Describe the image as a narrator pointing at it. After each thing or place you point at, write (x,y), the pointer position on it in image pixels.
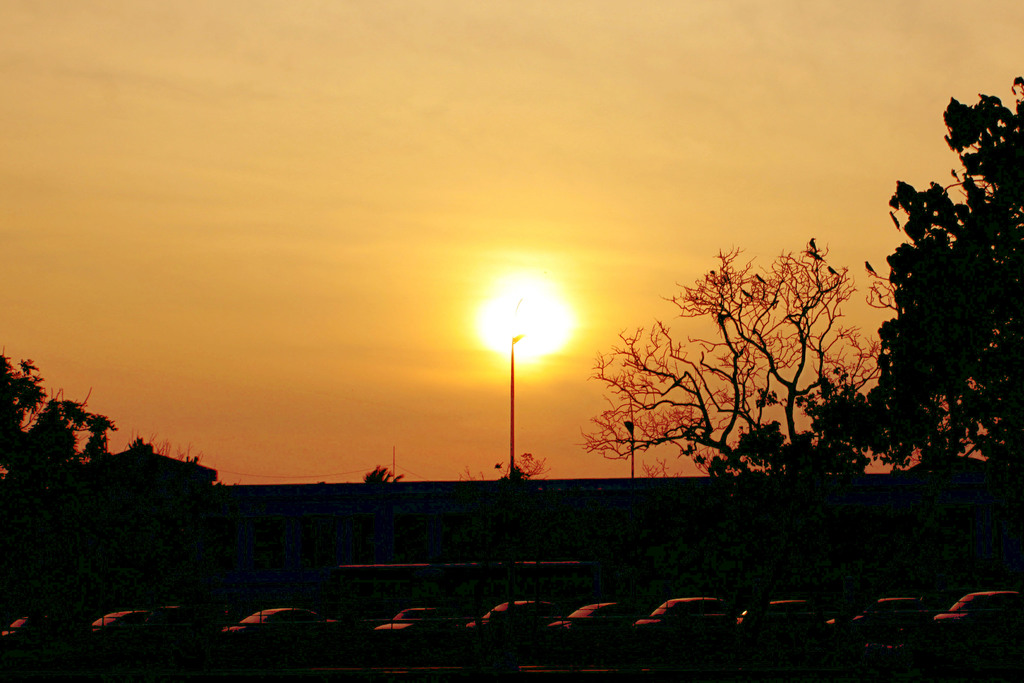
In the background (639,137) we can see the sky (648,268) and the sun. In this picture we can see the light poles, trees (70,417), birds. Bottom portion of the picture (558,502) is dark. We can see the wall (335,516), railing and the vehicles (150,640).
